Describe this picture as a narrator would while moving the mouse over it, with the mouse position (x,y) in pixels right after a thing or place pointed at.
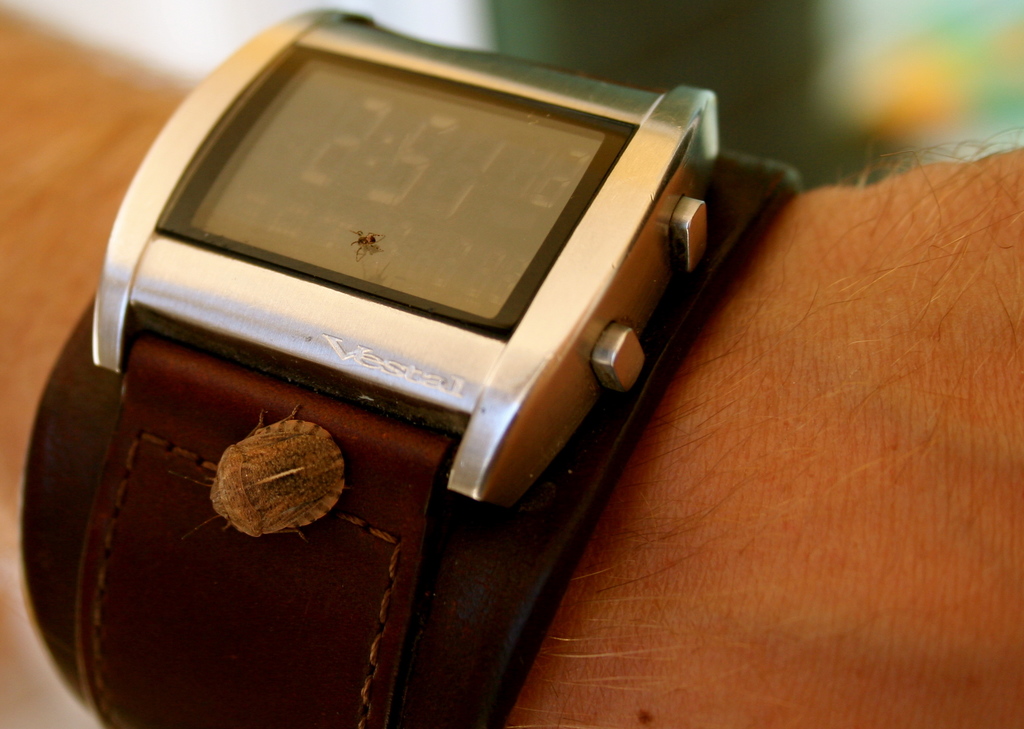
In this image we can see a wrist watch (552,521) on the person's hand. We can also see some insects (322,518) on it.
